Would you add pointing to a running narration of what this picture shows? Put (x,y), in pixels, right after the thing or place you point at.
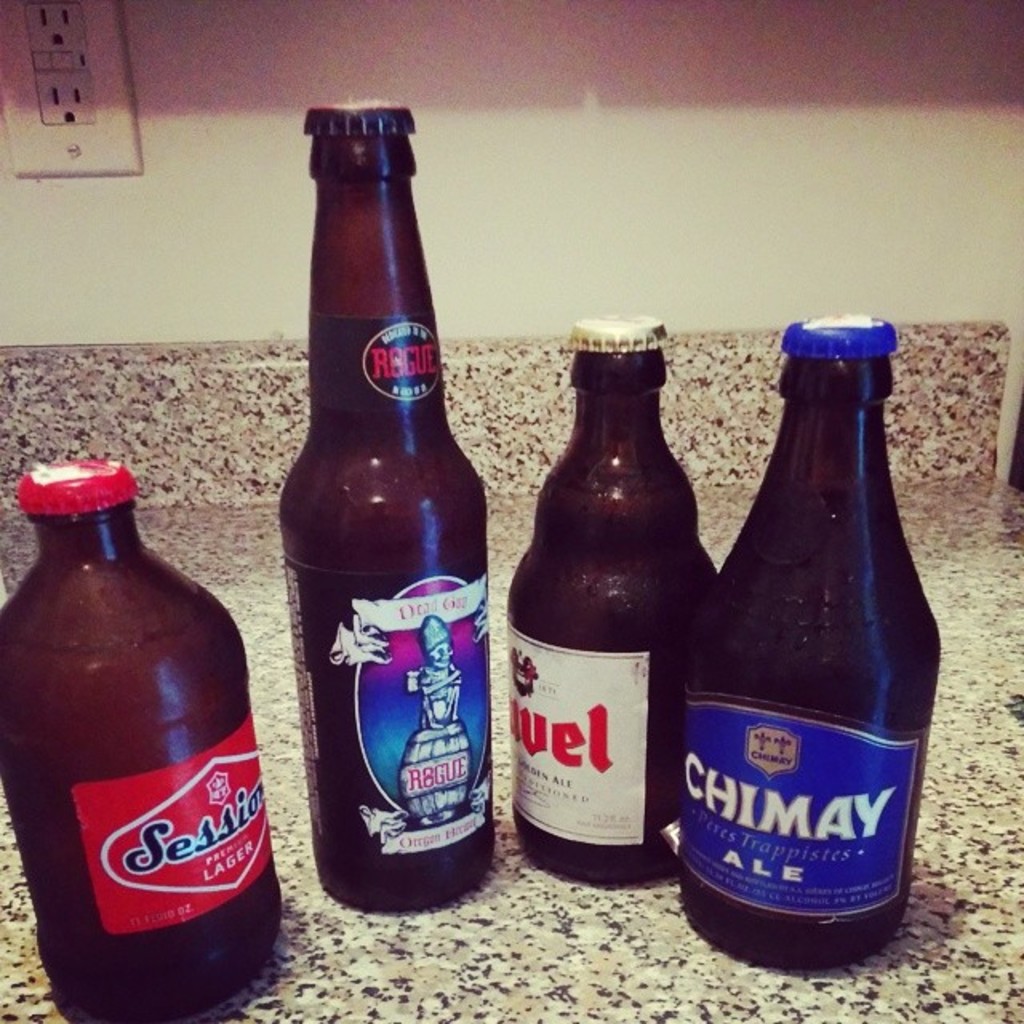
In this image we can see the beer bottles (521,783) on the countertop (503,620). Here we can see the socket (100,164) on the top left side (17,48).
